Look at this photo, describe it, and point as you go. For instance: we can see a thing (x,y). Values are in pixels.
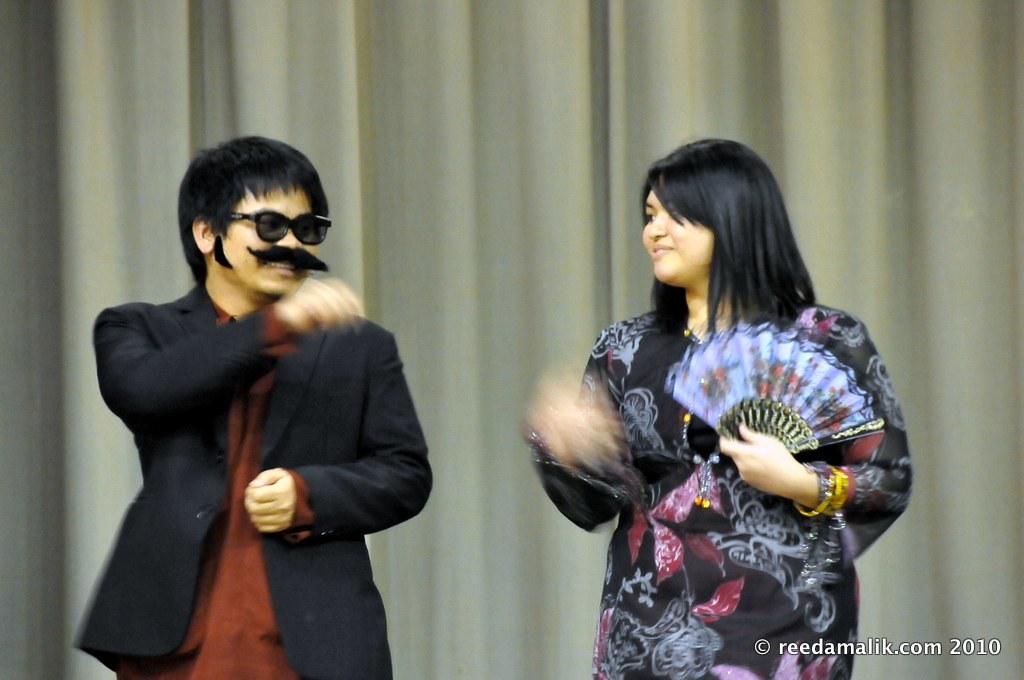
In this image in the foreground (237,362) there are two people (343,404) standing, and they are doing something and one person (758,435) is holding something. In the background (163,130) it looks like there is a curtain (941,427), and in the bottom right hand corner (887,648) there is text (887,648).
